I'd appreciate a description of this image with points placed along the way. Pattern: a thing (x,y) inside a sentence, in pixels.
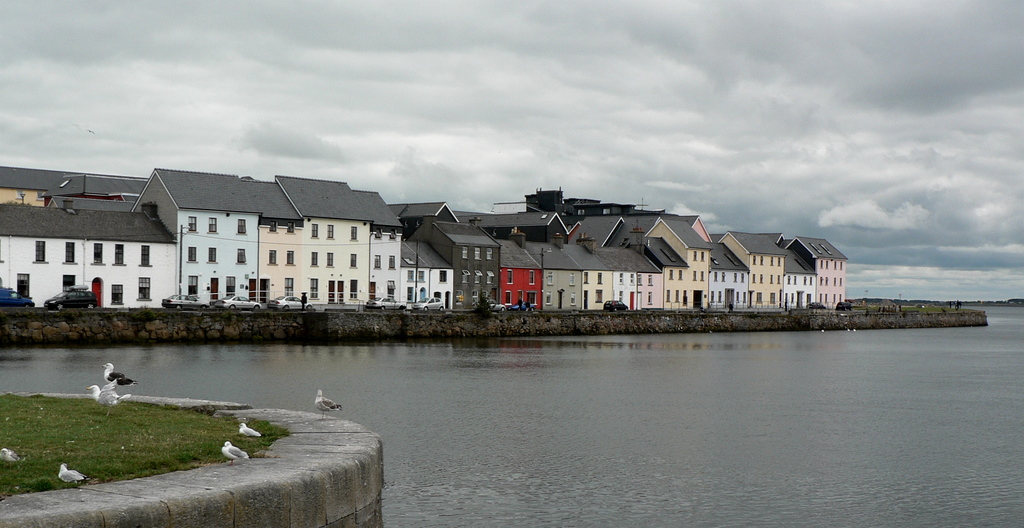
In this image we can see buildings (452,244) and sea (801,383). Left side of the image (148,453) grassy land (147,441) is present and birds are there. The sky (252,44) is full of clouds (489,84).
